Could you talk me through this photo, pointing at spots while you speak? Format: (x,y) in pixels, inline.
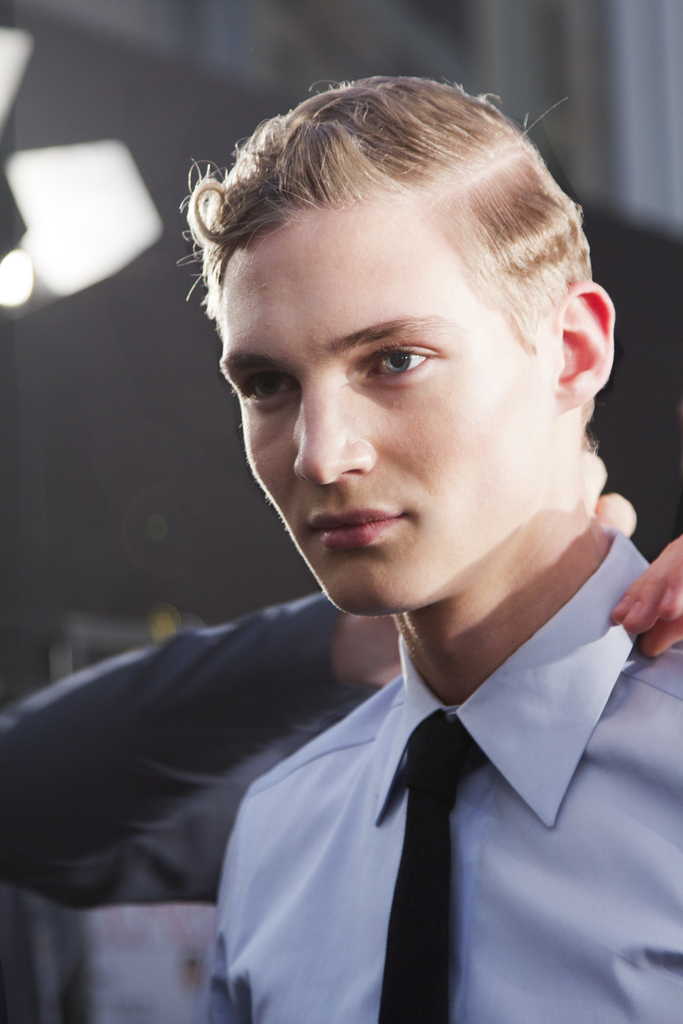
In this image I can see a person (486,525) is seeing at this side. This person (599,725) wore shirt (595,828), tie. Behind him there is another person (671,616) adjusting this person's collar (530,757).
